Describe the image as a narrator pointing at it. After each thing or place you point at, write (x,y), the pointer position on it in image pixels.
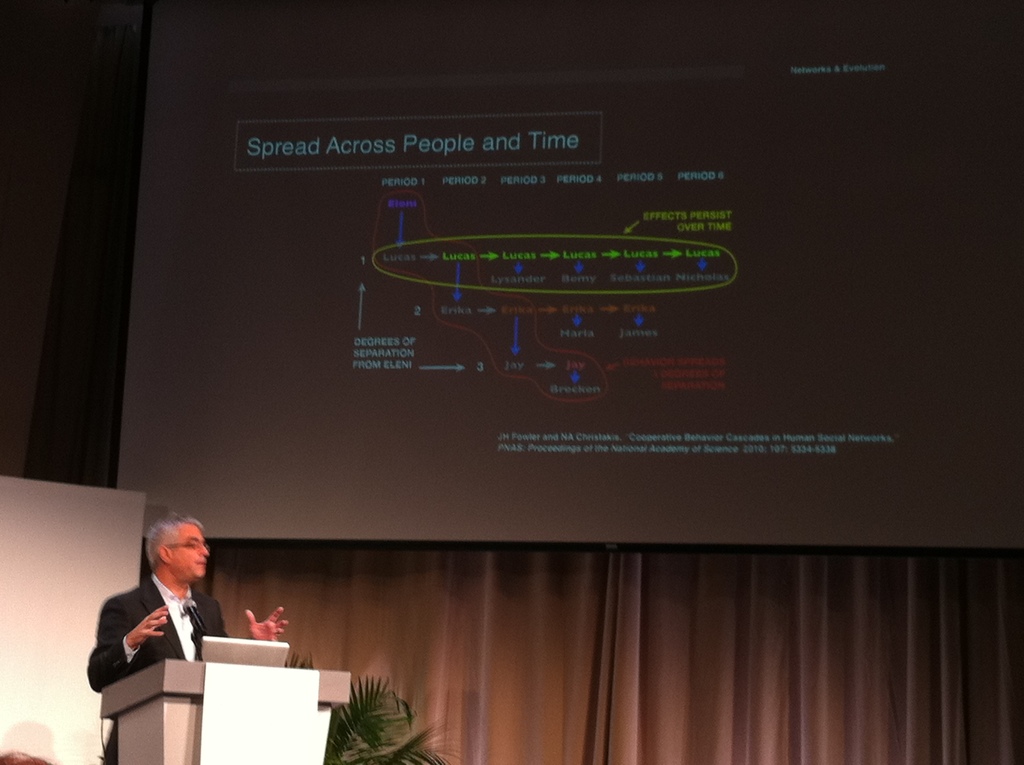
In the picture I can see a man (186,541) is standing in front of a podium (132,686). On the podium (228,755) I can see a microphone (197,638). In the background (518,298) I can see a projector screen (466,273) which has something displaying on it. Here I can see a plant (373,726) and curtains (423,672).
